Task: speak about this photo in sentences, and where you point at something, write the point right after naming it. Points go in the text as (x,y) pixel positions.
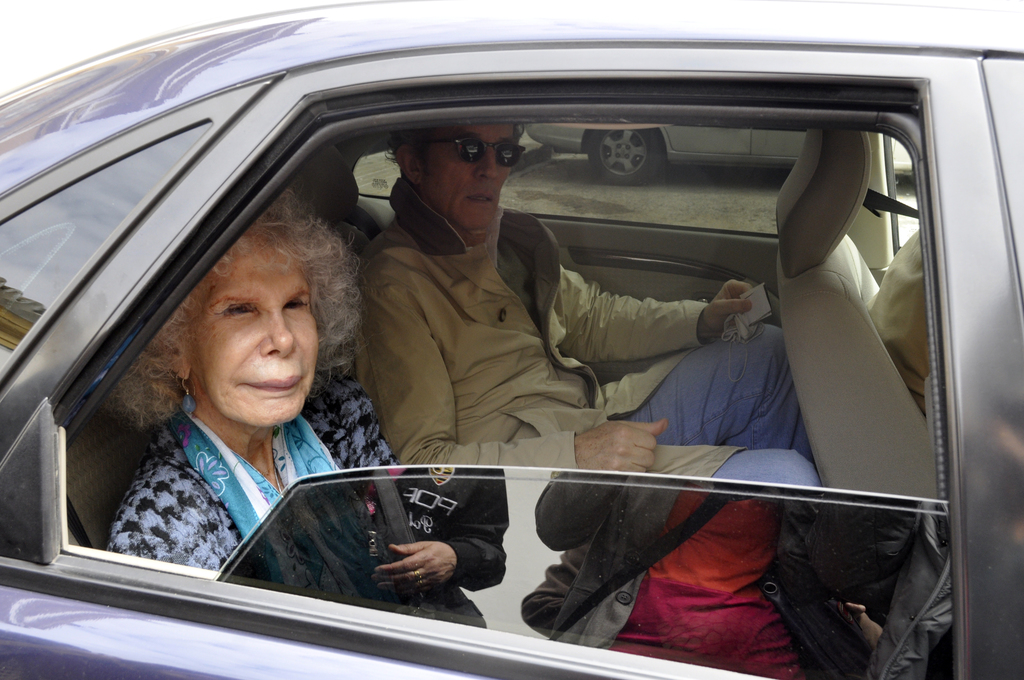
In this image I can see a car (517,550) which is in purple colour and in the car (483,535) we have two persons (433,368) sitting in the car (494,557), one is woman (252,362) and other person (576,338) is a man (592,341).
